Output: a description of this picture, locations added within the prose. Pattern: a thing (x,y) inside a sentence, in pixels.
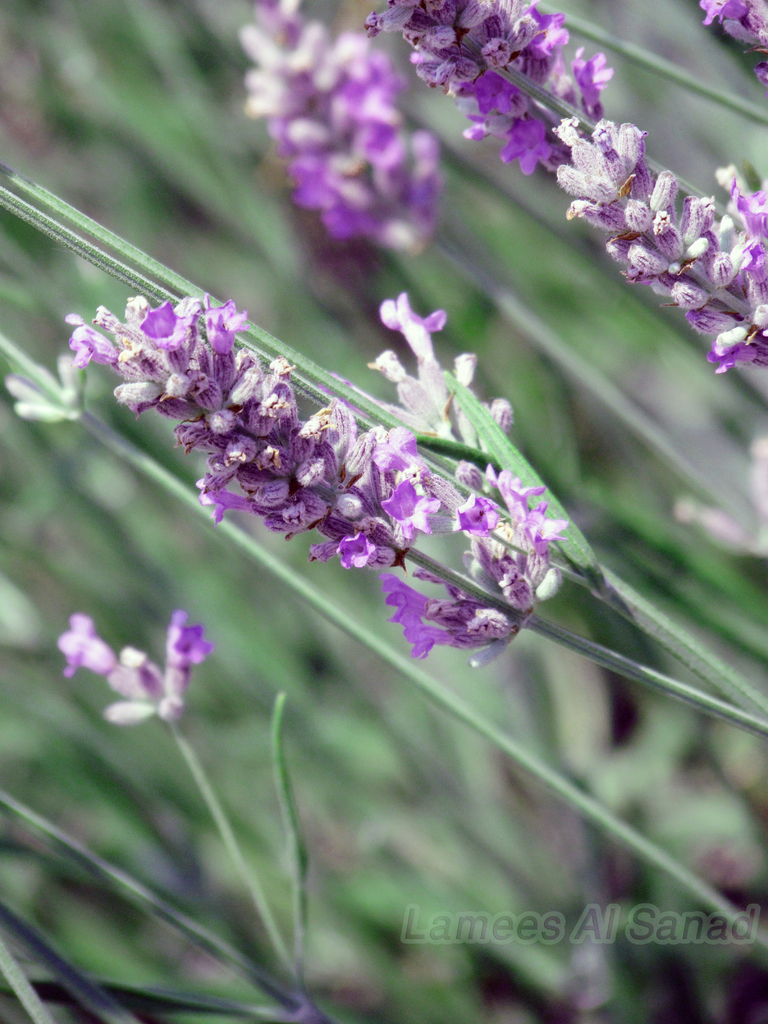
In the image there are violet color flowers (356,475) with the stems (585,801). In the background (264,5) there are violet flowers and there is a green color background (374,914).
